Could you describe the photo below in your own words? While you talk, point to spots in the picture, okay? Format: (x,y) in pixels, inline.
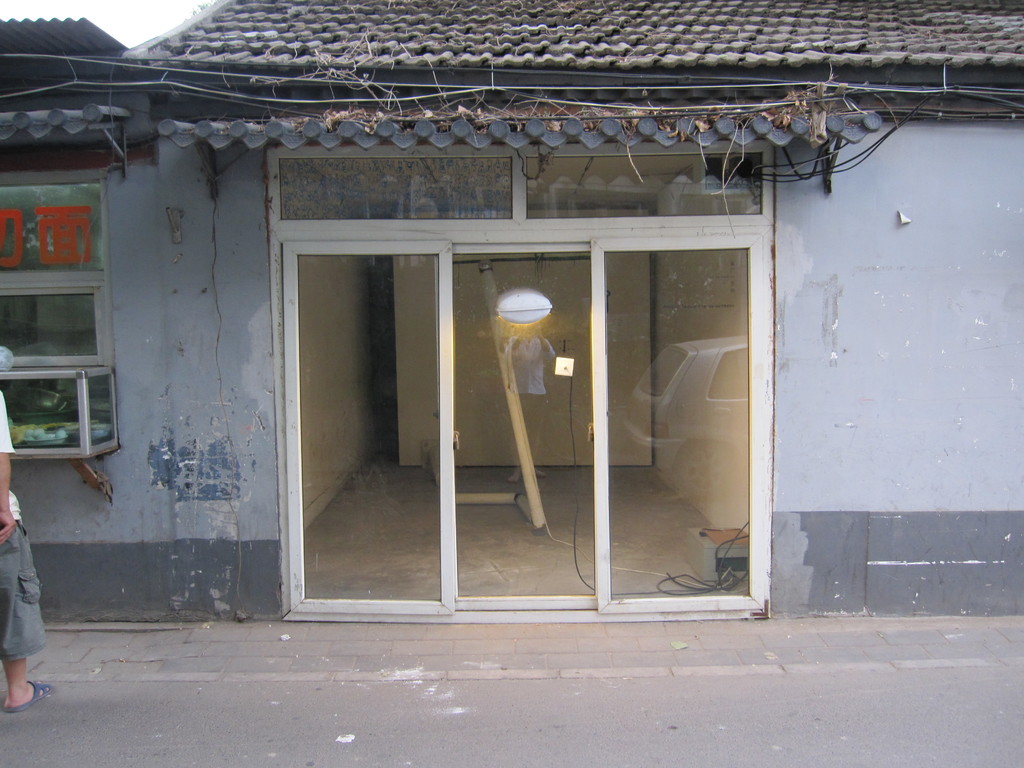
In this image in front (160,477) there is a building (350,210). At the center of the image (611,350) there is a glass window (579,339). In front of the building (59,506) there is a person (19,573) standing on the road (155,683).
